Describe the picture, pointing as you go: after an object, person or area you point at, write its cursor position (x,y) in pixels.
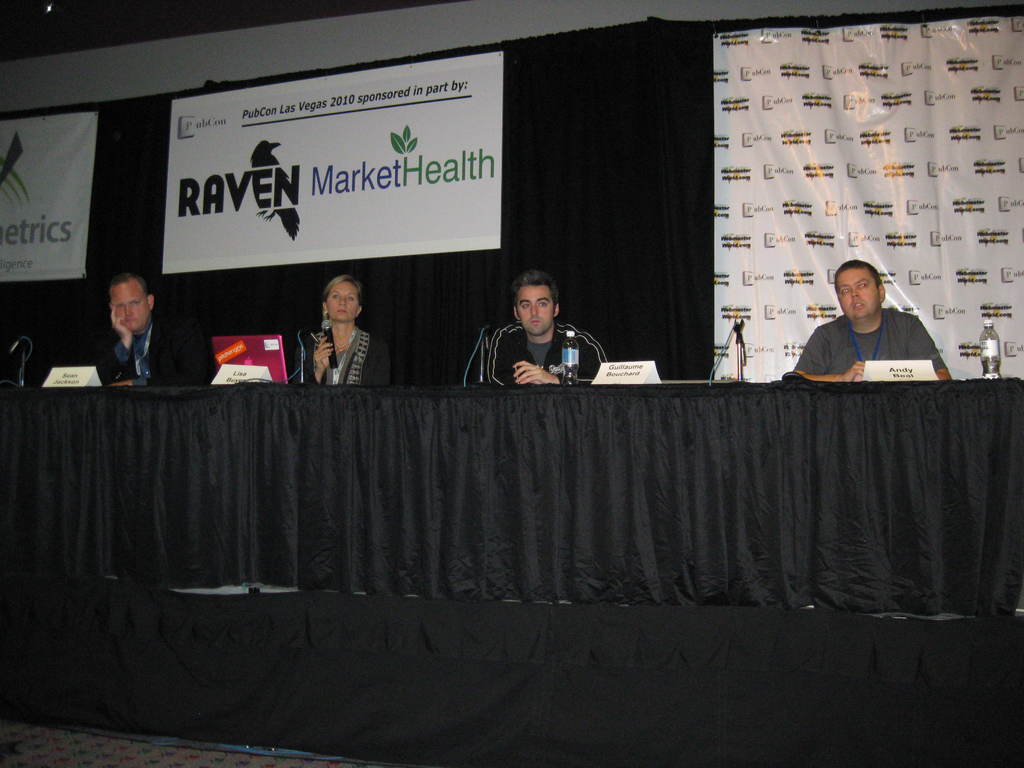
In this picture we three men (864,287), woman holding a mic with her hand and in front of them we can see bottles (987,330), name boards (913,369), cloth (351,402), some objects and in the background (78,131) we can see banners (418,120).
